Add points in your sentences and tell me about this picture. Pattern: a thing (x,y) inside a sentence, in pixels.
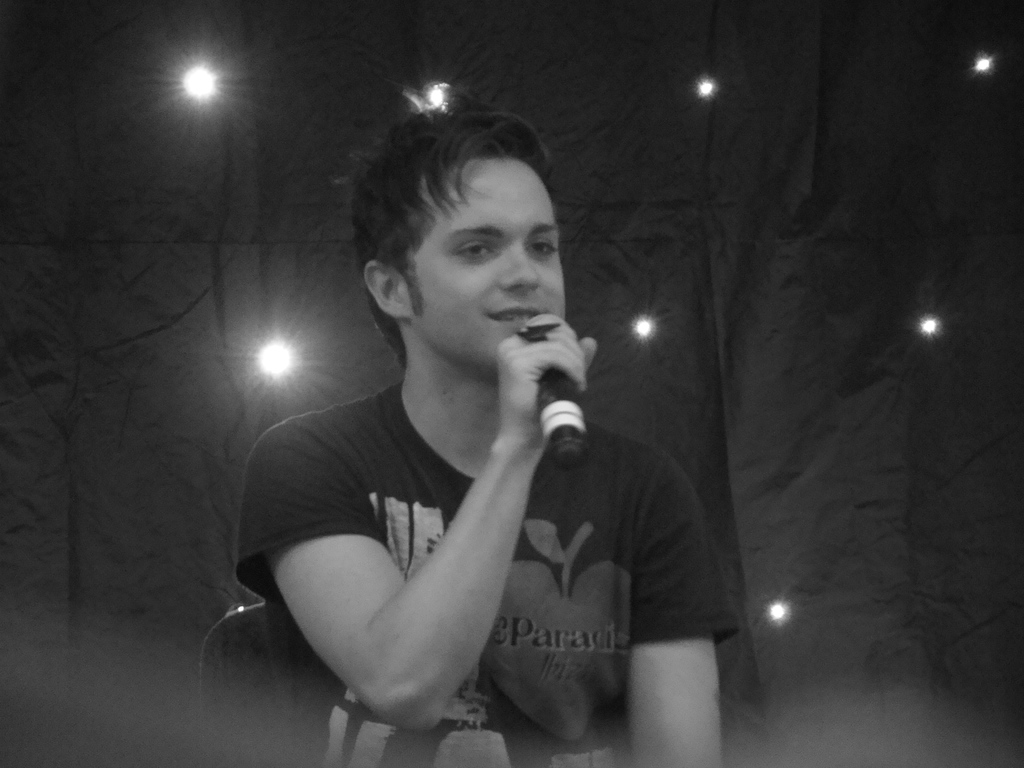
A man (358,449) with black t-shirt (604,507) is sitting on a chair (261,662) and he is holding a mic (552,395) in his hand (532,410). He is talking. Behind him there is a black cloth (791,500) and small lights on it.
